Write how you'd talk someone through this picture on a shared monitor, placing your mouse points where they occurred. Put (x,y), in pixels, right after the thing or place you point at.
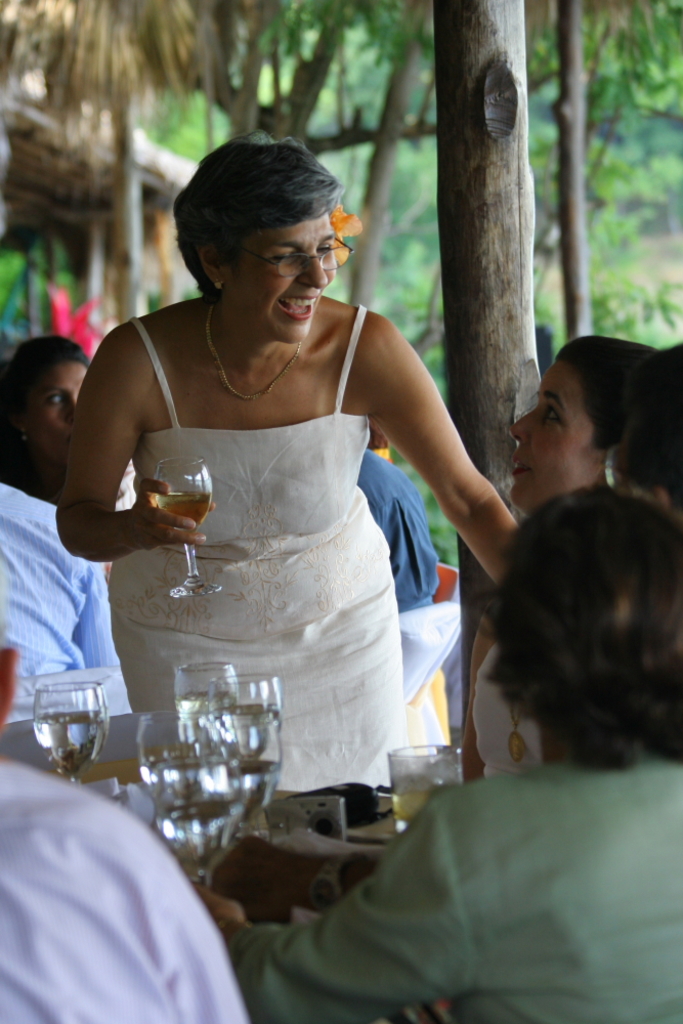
In this image we can see a lady (290,563) holding a glass (196,563) of drink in her hand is standing with a smile, in front of her there are a few more people (64,782) sitting. In the background (400,157) there are some trees (334,112).
